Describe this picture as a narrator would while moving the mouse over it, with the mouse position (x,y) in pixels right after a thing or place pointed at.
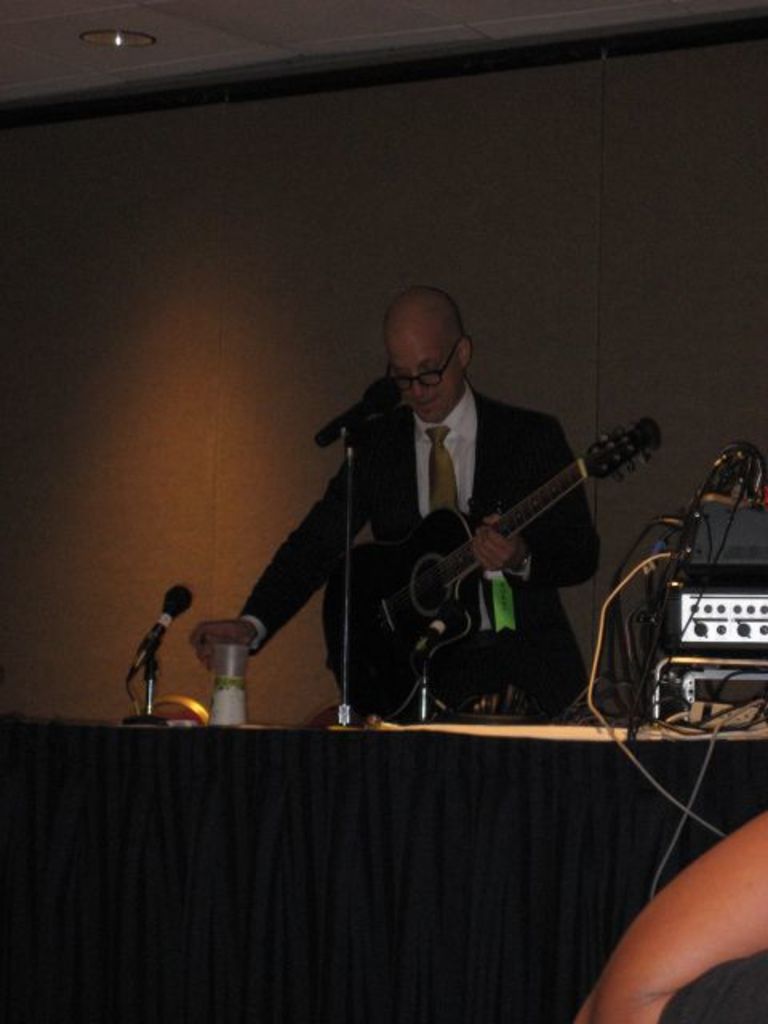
in this picture we can see man (422,444) wore blazer (515,437), tie (439,451), spectacle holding guitar (593,469) with one hand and other hand (244,624) on glass (222,671) and in front of him on table (526,726) we have mic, glasses (245,674), machines (696,569) and in the background (367,161) we can see wall (284,126), light (90,41) and in front (142,839) cloth (575,877), some person (731,902).
